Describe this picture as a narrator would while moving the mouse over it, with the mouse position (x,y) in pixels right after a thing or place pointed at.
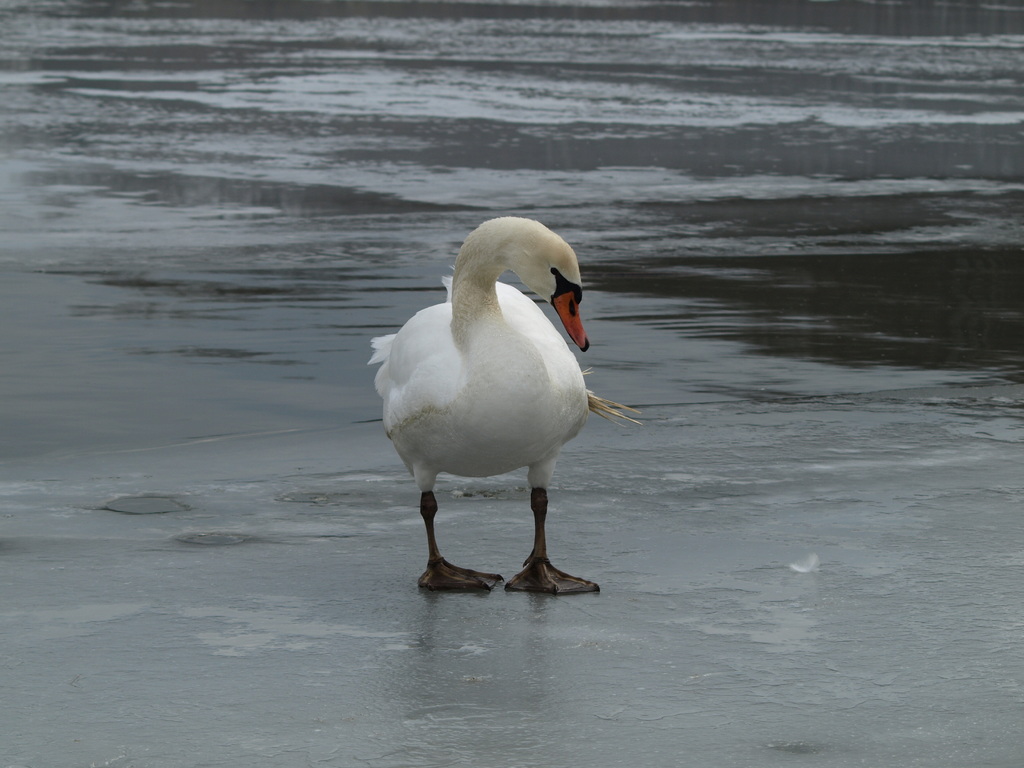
In this picture I can see a swan (461,359) and water (427,157) in the background (501,279).
